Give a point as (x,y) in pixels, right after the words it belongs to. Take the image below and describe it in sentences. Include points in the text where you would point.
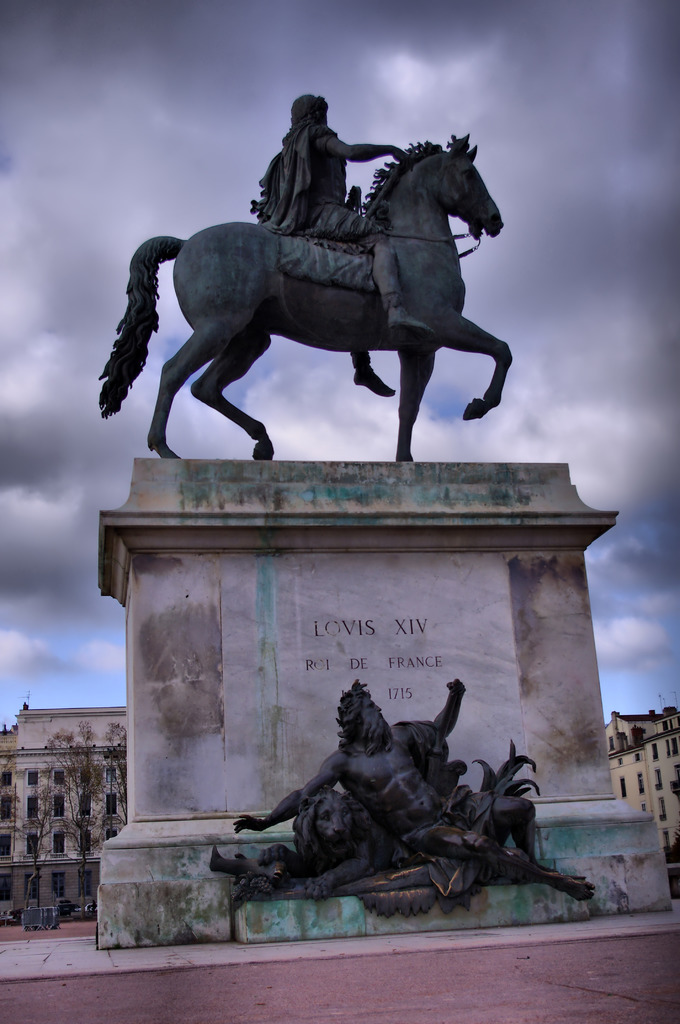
In this picture there is sculpture (285,877) in the center of the image (395,468).
